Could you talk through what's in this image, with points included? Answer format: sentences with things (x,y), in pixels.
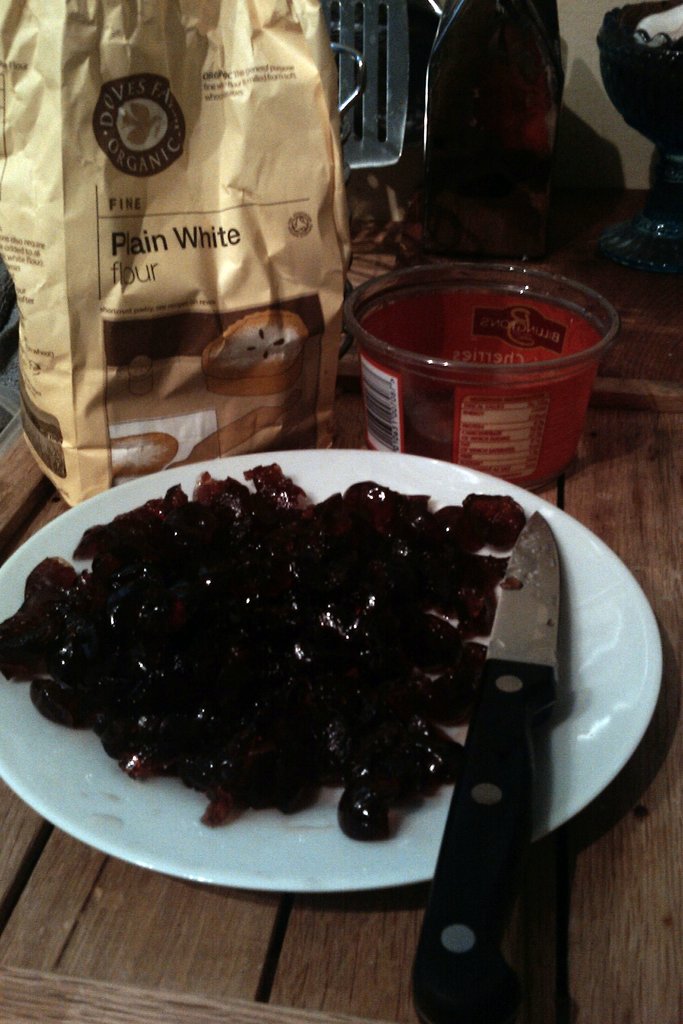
In this picture, we can see a plate (278,871), bowl (464,312) and a paper cover (135,306) on a wooden object (107,965) and on the plate (247,834) there is a knife (465,818) and food item (253,624). Behind the paper cover (219,353) there are some items (502,115).
